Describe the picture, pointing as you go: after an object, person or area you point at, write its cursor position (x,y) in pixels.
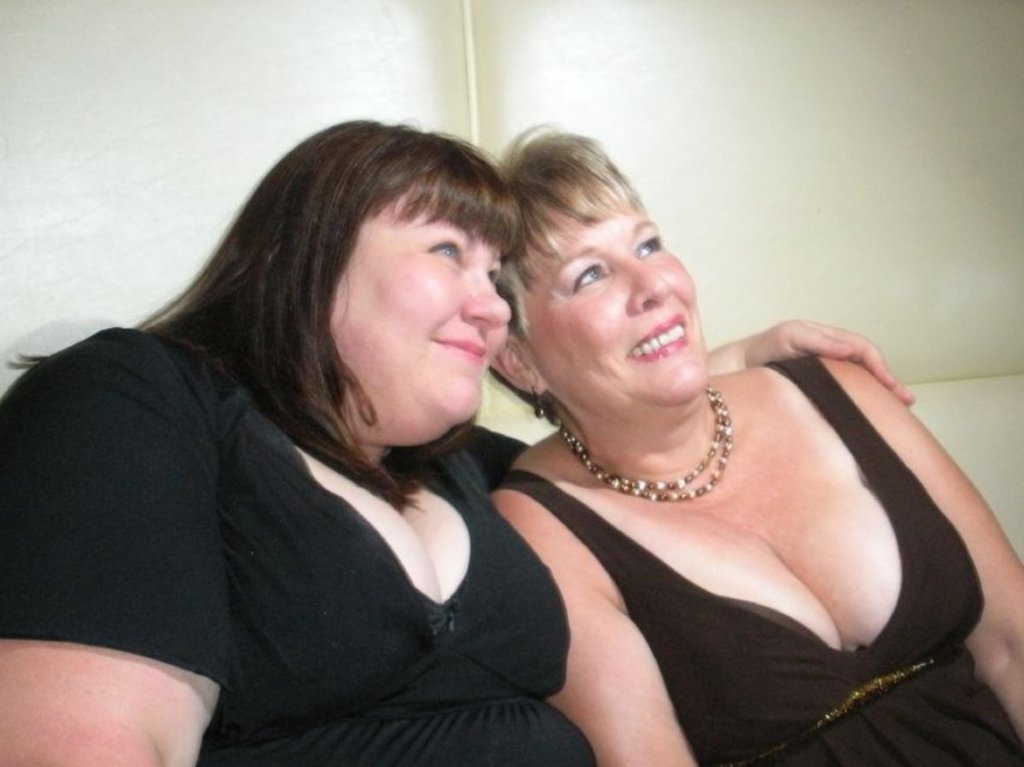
In this image there are two people (611,241) sitting on the couch (60,198) and they are having a smile on their faces (470,328).
